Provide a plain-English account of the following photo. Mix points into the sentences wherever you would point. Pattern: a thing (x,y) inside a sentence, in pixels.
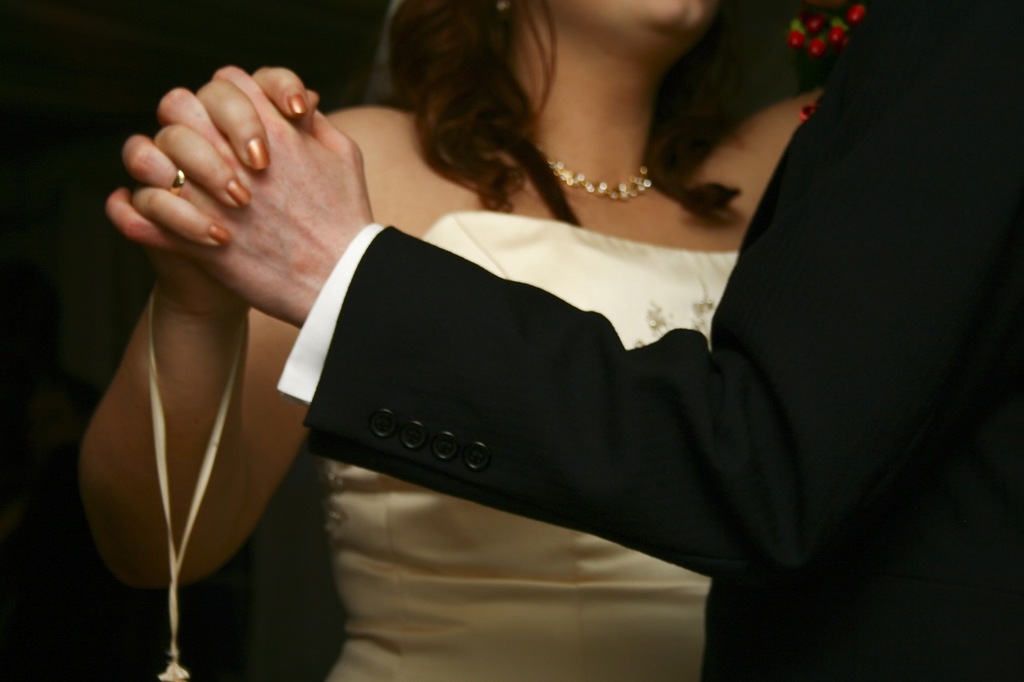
In this image we can see a man (502,458) and a woman (459,508) holding their hands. We can also see some flowers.
